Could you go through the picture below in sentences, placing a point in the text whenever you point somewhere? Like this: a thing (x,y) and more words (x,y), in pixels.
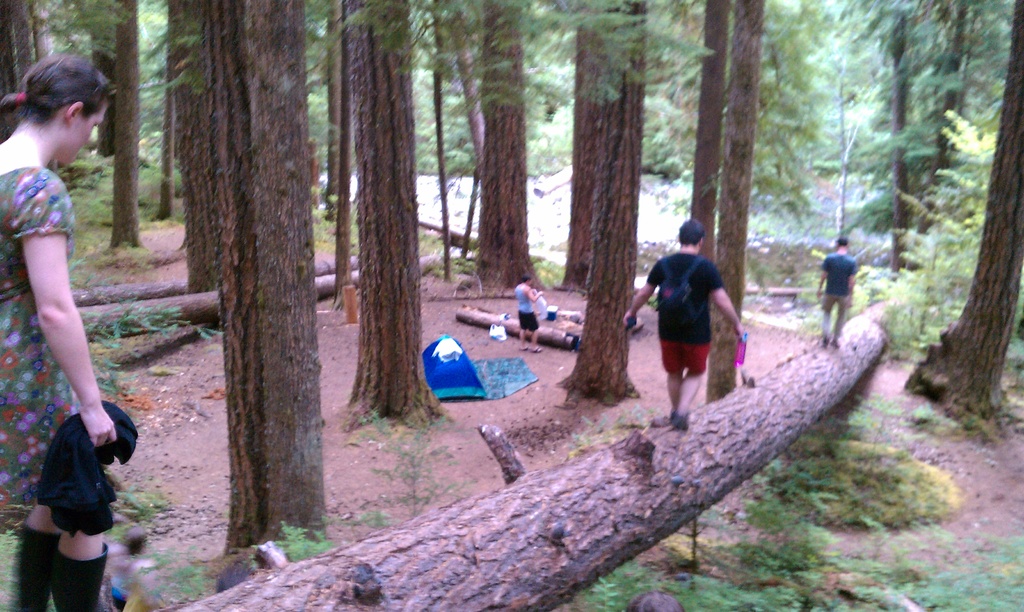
This is the picture of a forest (744,299). In this image there are group of people (845,269) walking on the tree trunk (665,436). At the back (583,56) there are trees (583,56). At the bottom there is a tent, cover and box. There is a person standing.
